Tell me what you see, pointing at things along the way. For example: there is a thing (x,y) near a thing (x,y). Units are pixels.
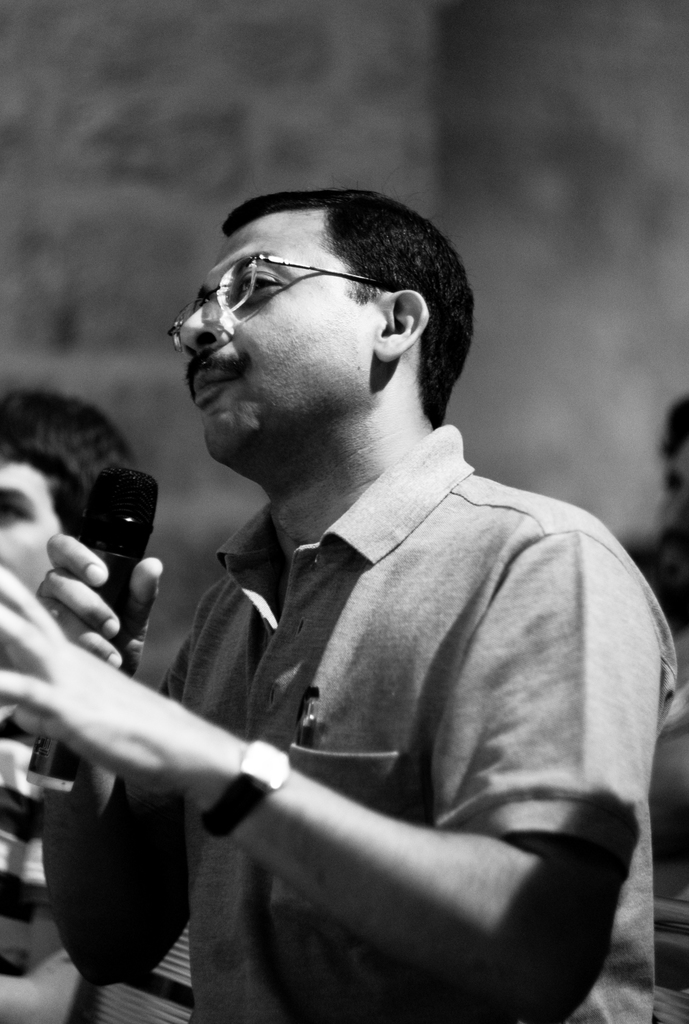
In this I can see a man (480,858) wearing t-shirt (460,675) and holding a mike (111,549) in his hand (90,609) and looking at the left side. In the background (676,498) also there are few people (663,494). This person (293,725) is wearing a watch (237,790) to his left hand (273,806). This is a black and white image.
